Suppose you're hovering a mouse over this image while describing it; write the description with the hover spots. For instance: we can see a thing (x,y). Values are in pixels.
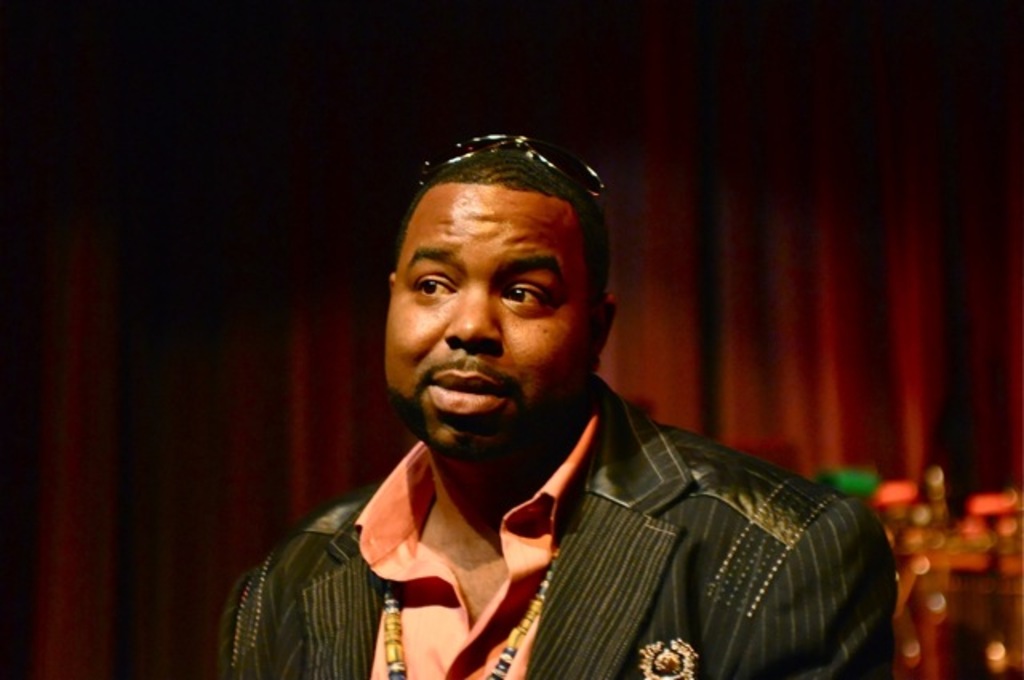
In this image I can see the person (360,599) with black and an orange color dress (439,638). In the background (959,532) I can see few objects (955,551) and the maroon color curtain (707,331).
